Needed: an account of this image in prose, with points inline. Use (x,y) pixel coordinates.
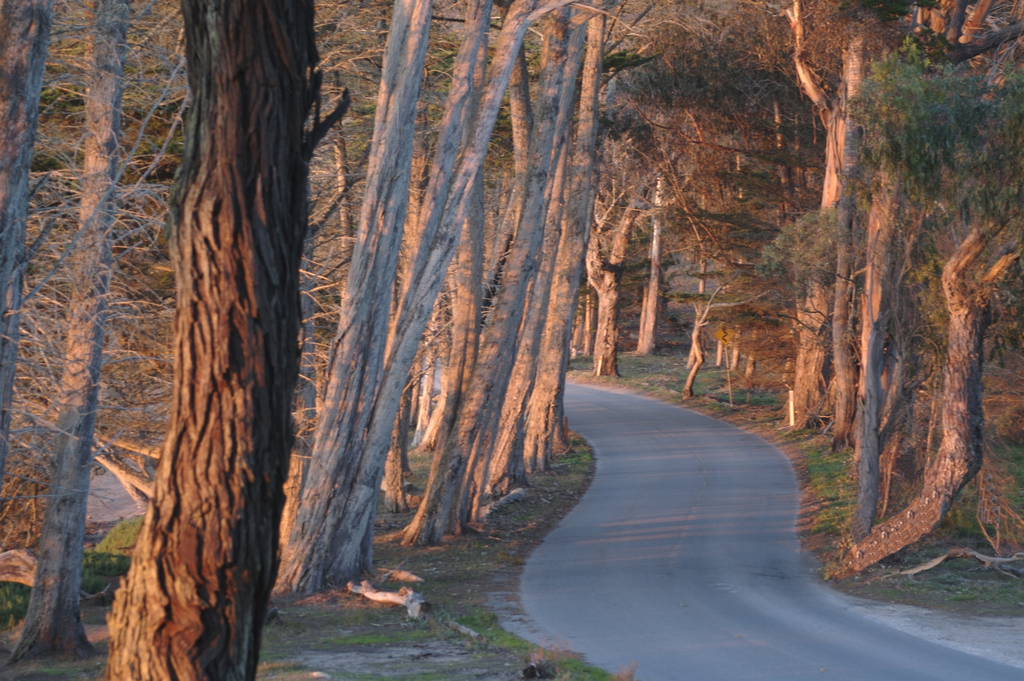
In this image we can see the road (636,539), grass (447,611) and the trees (553,259) on the either side of the image.
